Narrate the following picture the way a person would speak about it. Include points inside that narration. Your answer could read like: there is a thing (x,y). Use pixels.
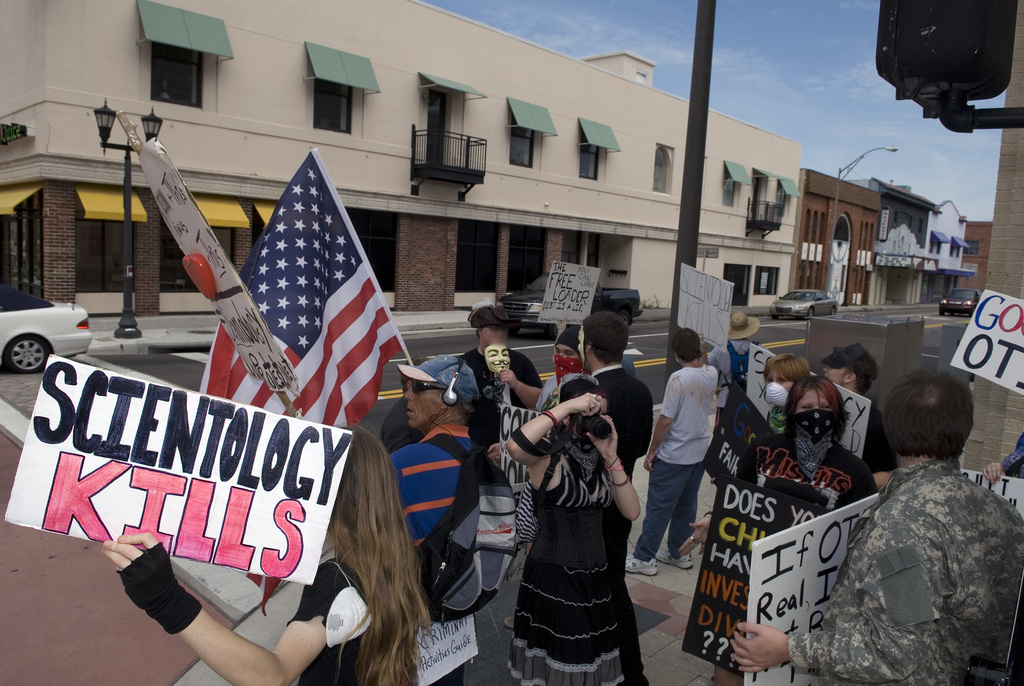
In this image I can see few people (342,524) standing and holding boards (196,494), flags (250,273) and camera (585,428). Back I can see few buildings (72,121), windows (104,231), light poles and vehicles (553,329) on the road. The sky (730,69) is in blue and white color.
